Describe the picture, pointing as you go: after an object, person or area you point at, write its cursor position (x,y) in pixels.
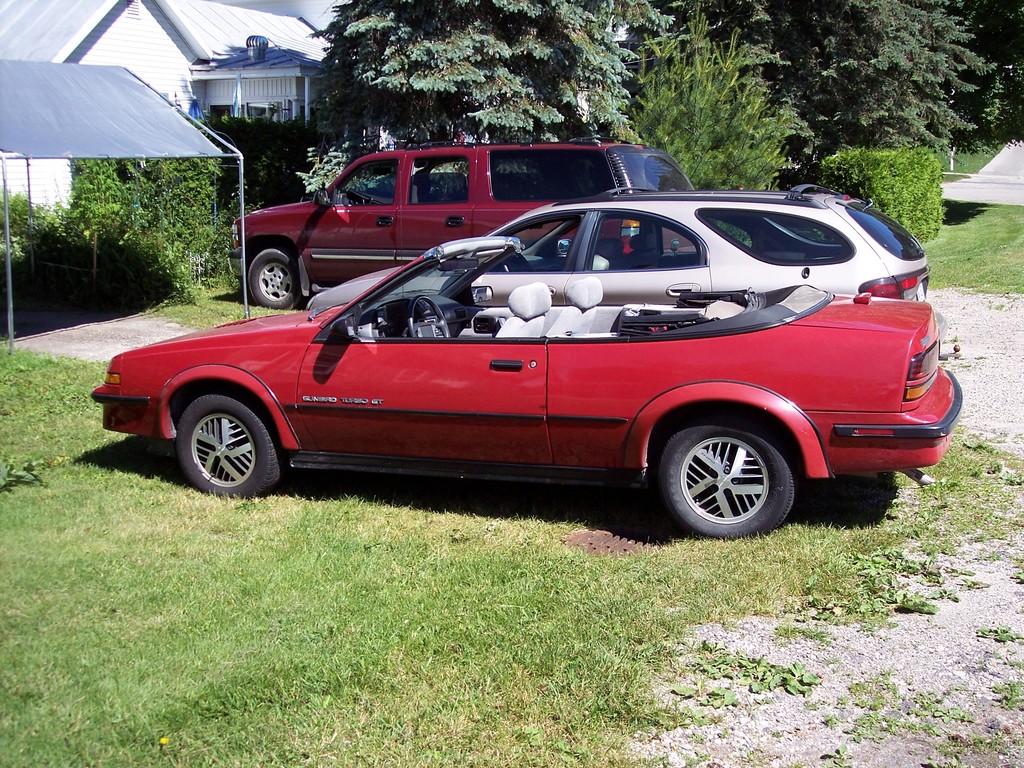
In this picture we can see the grass (407,552), vehicles (396,397) on the ground (904,577), tent (94,130), building (79,59), some objects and in the background (841,13) we can see trees (640,119).
